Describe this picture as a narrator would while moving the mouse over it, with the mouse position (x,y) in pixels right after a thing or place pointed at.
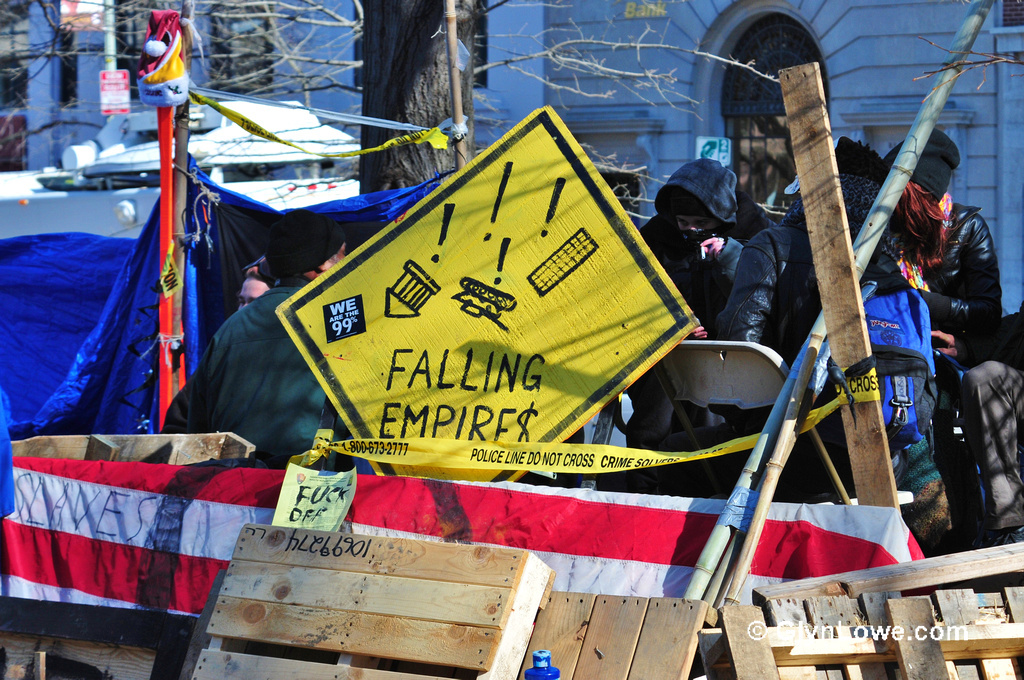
In this image in the front (367,350) there are wooden objects (445,581) and there are banners (383,486) with some text (368,454) written on it. In the center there are persons (932,280), there are cars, there are tents (239,261). In the background (441,62) there is a building (591,85) and there are trees (416,68) and in the center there are poles (831,238).
